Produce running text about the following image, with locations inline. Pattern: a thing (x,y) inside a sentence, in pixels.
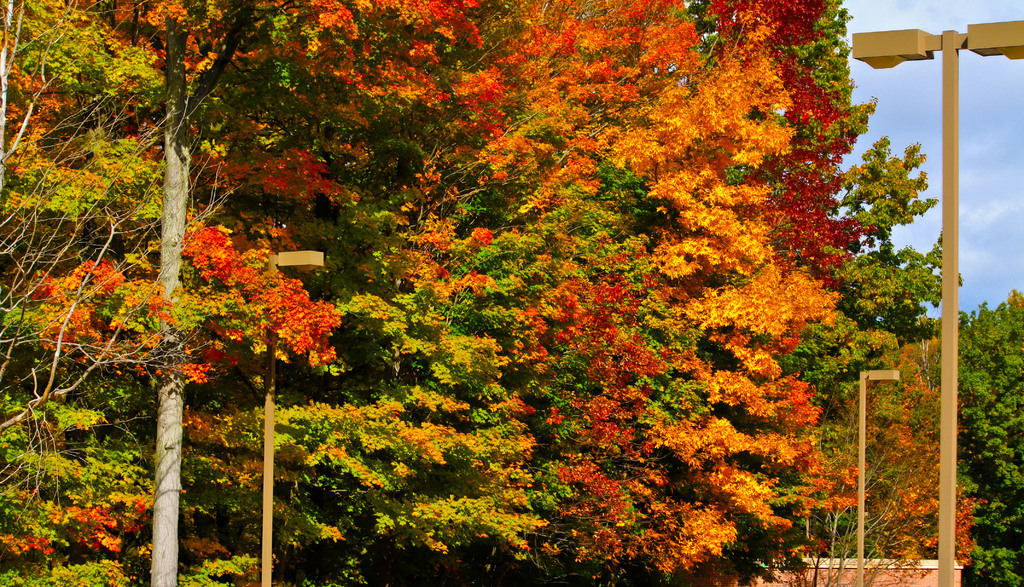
In the image we can see there are many trees (553,330) and light poles (869,373). We can even see a cloudy pale blue sky (978,137).
